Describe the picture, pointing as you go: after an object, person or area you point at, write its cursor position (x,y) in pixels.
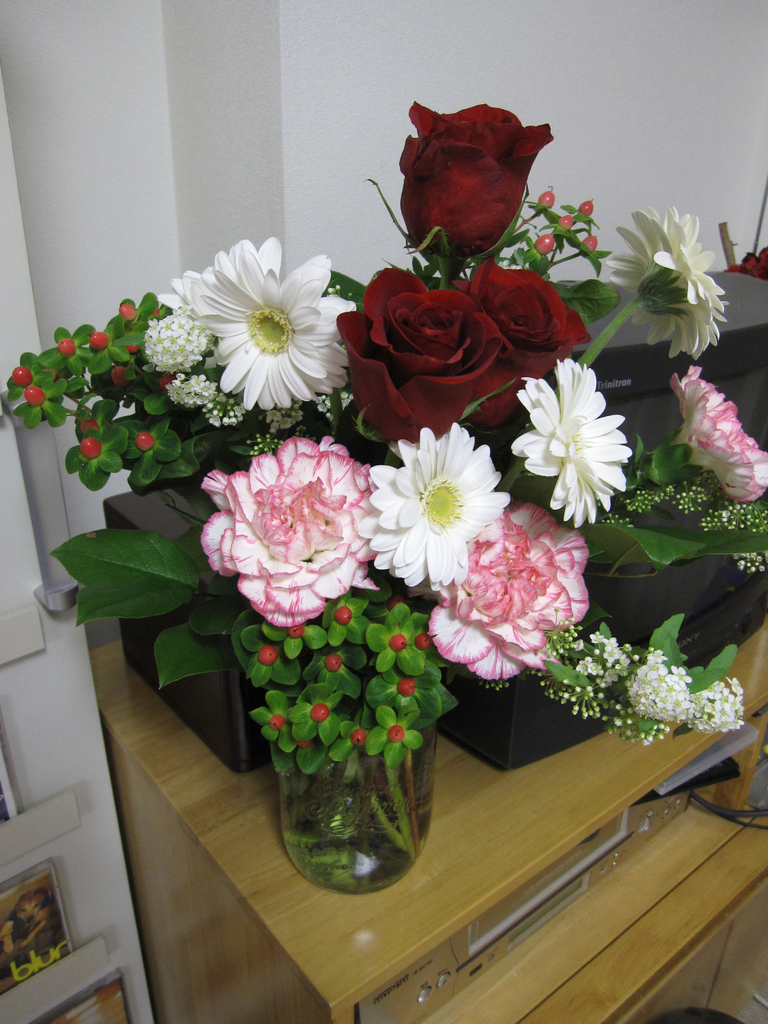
In the center of the image (399,430), we can see a desktop (659,448) and a flower vase (370,792) on the stand (288,999) and in the background (99,496), there are boards (86,945) and there is a wall (644,143).
